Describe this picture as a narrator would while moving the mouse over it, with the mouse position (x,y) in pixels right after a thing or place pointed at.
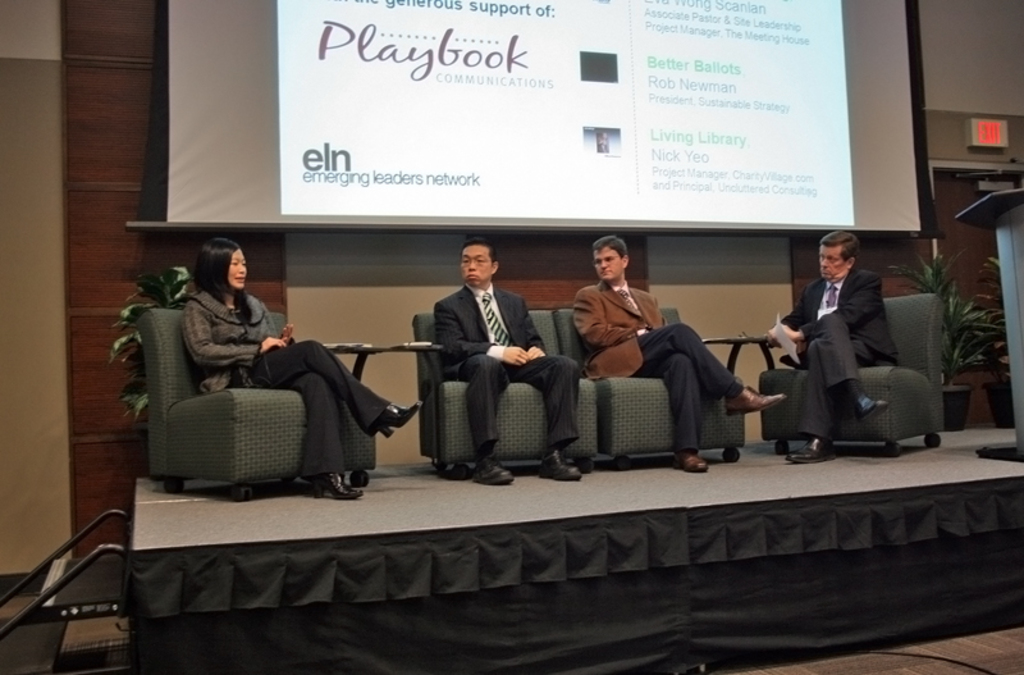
This picture shows a group of people (884,312) seated on the chairs (145,347) and we see a projector screen (246,16) on the back (918,234) and we see a podium (1000,233).
